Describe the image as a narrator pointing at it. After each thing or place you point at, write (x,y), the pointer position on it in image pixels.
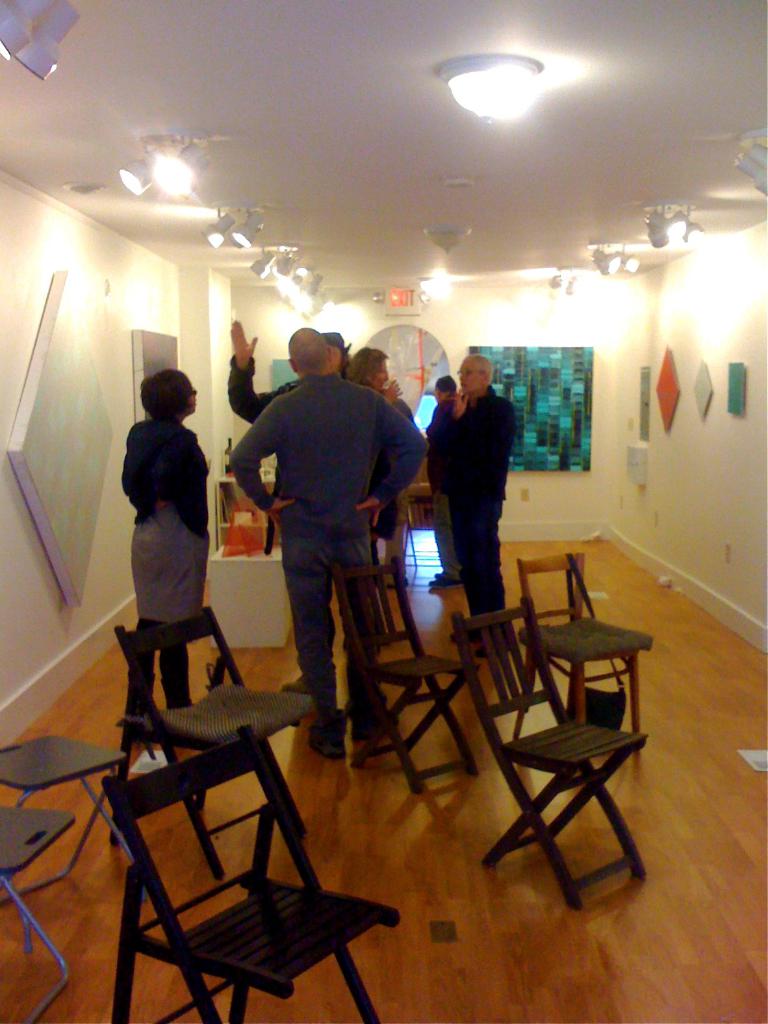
In this image i can see there are group of people (314,629) who are standing on the floor (543,727) and a couple of chairs (448,719). I can also see there is a white wall (678,410) and lights (519,88) on the ceiling (332,104).
